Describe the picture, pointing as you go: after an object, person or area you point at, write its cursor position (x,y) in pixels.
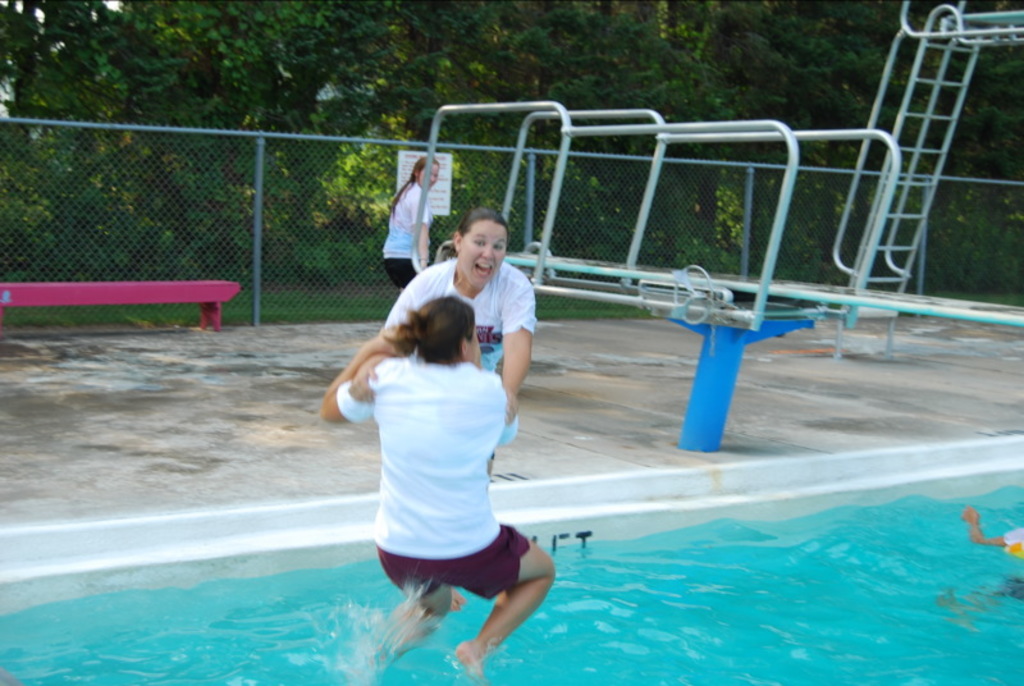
In this picture we can see few people (496,311), in the middle of the image (472,346) we can see a woman (458,339). she is jumping into the water (759,567), behind her we can find few metal rods (762,281), fence (762,180) and trees (550,52).
